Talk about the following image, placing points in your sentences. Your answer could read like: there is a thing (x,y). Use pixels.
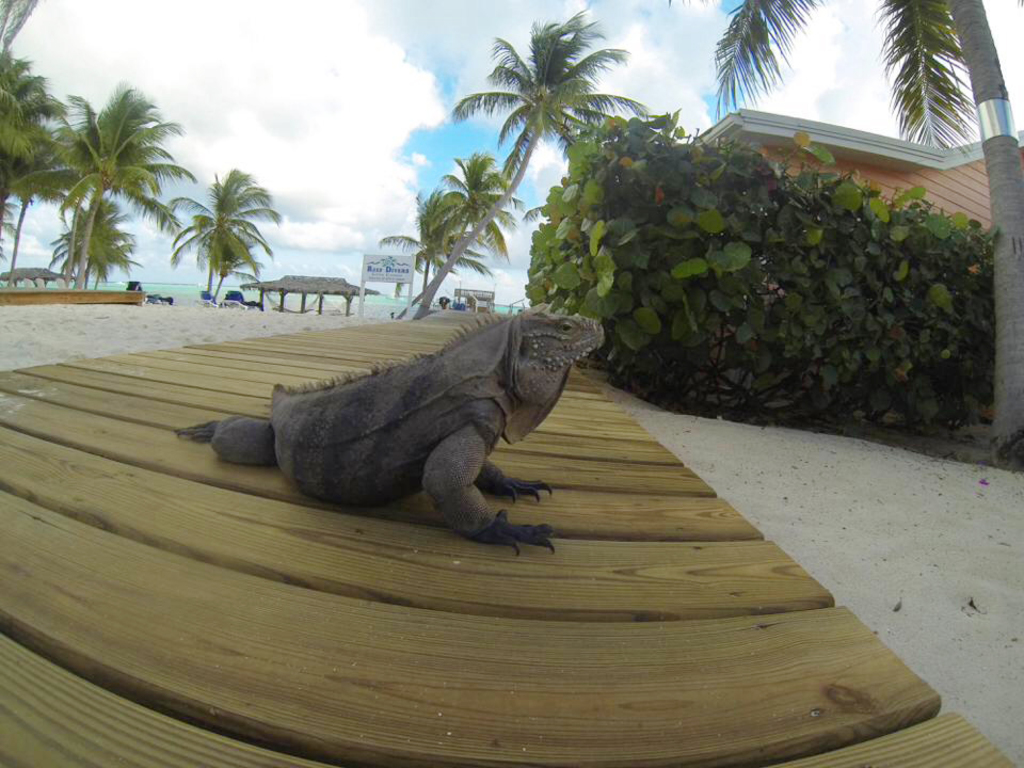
In the center of the image (374,386) we can see reptile (288,411) on the ground (270,519). On the right side of the image (804,278) we can see plants (719,237), trees (914,105), building (969,180) and sand (851,534). In the background (268,319) we can see huts (321,296), trees (85,253), sand (115,343), water (189,287), sky (409,169) and clouds (258,107).
